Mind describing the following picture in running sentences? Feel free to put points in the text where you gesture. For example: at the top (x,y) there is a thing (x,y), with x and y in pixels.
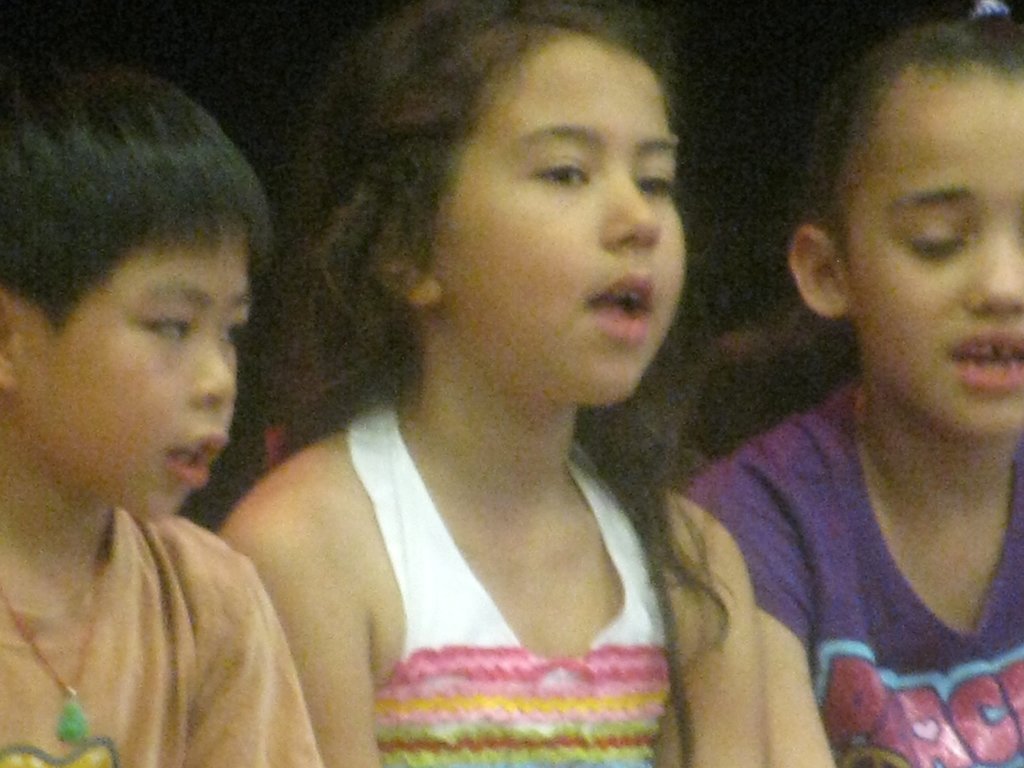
In this image I can see three persons (367,592), the person (857,581) at right (857,581) is wearing purple color shirt (893,627). In front (480,638) the person (506,592) is wearing multi color shirt (439,650) and the person (261,648) at left (205,666) is wearing brown color shirt (264,691) and I can see the dark background (789,13).
